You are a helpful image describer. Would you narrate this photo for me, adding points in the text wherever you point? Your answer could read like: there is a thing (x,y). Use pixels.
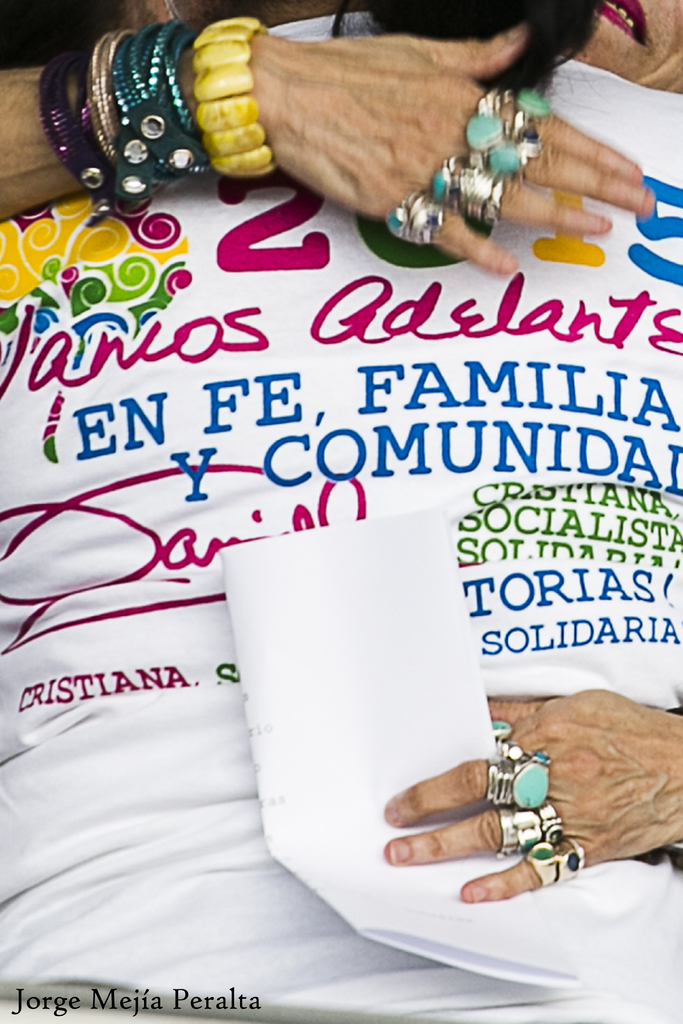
Here we can see a person (661,42) is hugging another person (233,331) and there are texts (246,337) written on the t-shirt (222,379) and there are bands (208,121) and rings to the hands (302,94) and fingers (472,46) and at the bottom (285,774) there is a paper (399,768) in a person hand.
